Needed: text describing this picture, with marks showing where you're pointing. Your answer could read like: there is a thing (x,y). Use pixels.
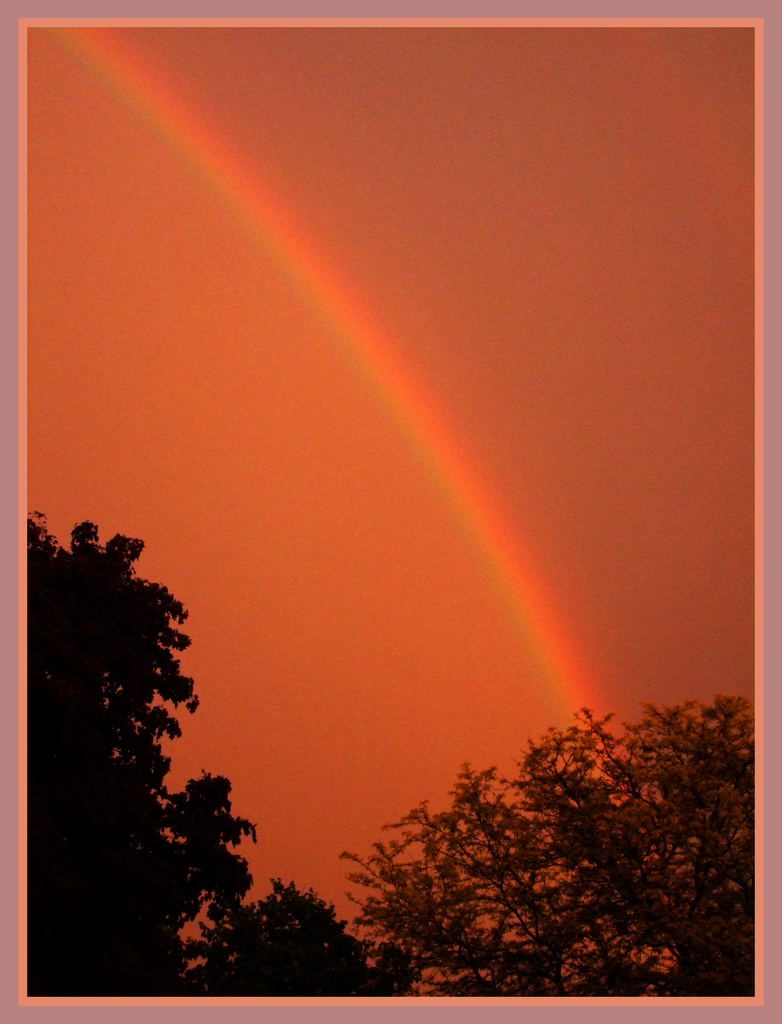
This picture may be consists of frame (231,12), on which there is the sky (178,411), rainbow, trees (545,837) visible.
